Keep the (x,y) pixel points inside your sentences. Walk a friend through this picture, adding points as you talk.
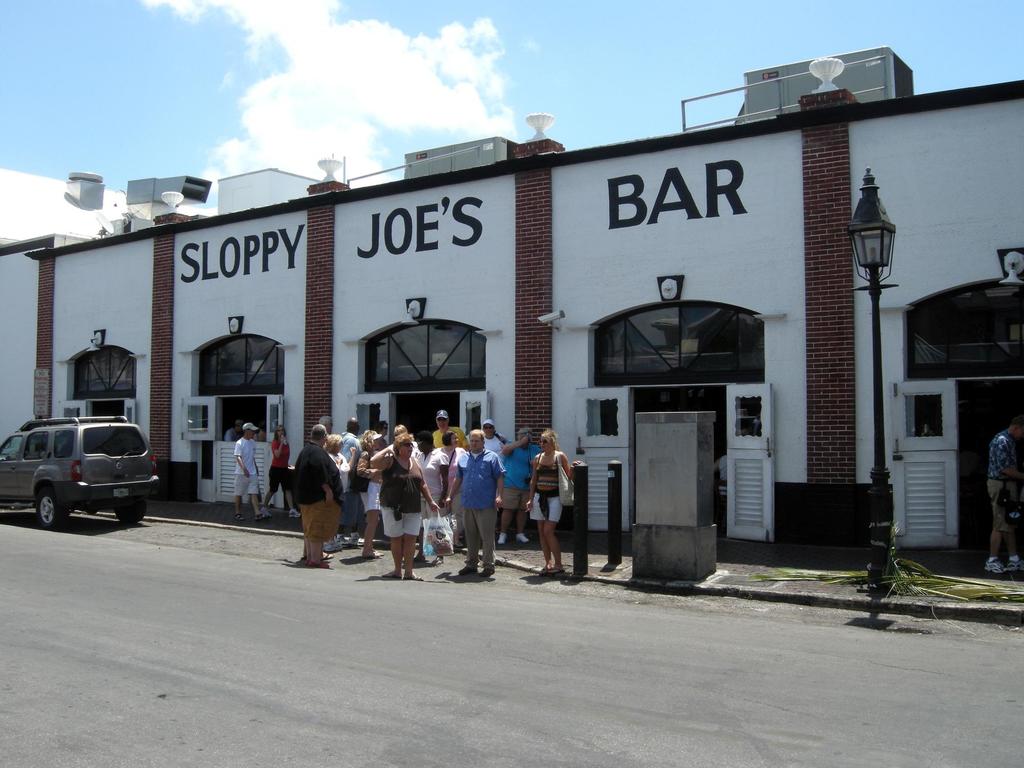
As we can see in the image there are buildings (781,456), doors (591,524), street lamp (872,522), few people (998,444) here and there, sky (50,150) and clouds (374,65).
